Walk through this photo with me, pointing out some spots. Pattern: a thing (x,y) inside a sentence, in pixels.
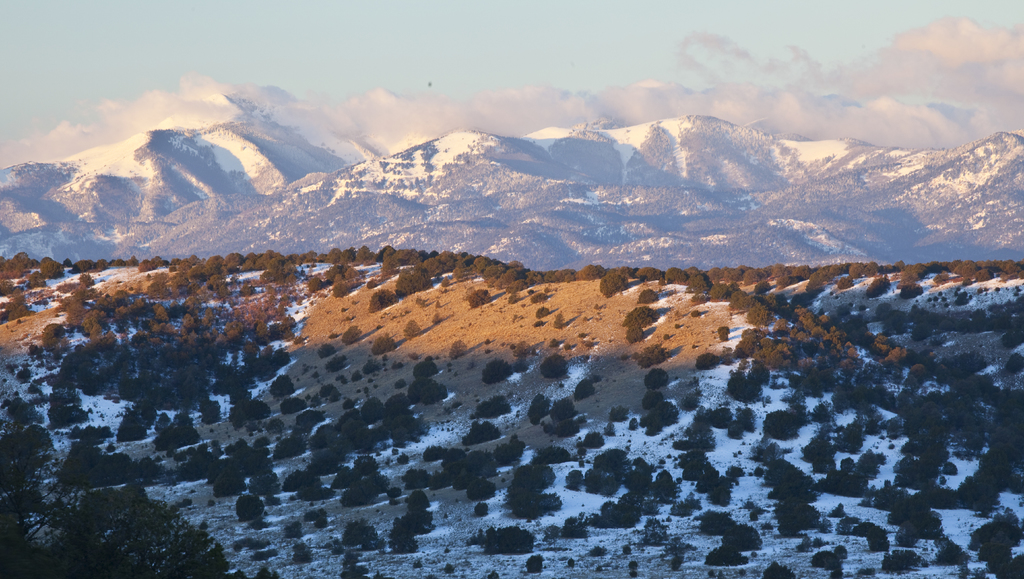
In the foreground (834,563) we can see the trees (632,339), sand (590,312) and snow (634,540). In the background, we can see the mountains (736,169). This is a sky (883,112) with clouds (843,74).
